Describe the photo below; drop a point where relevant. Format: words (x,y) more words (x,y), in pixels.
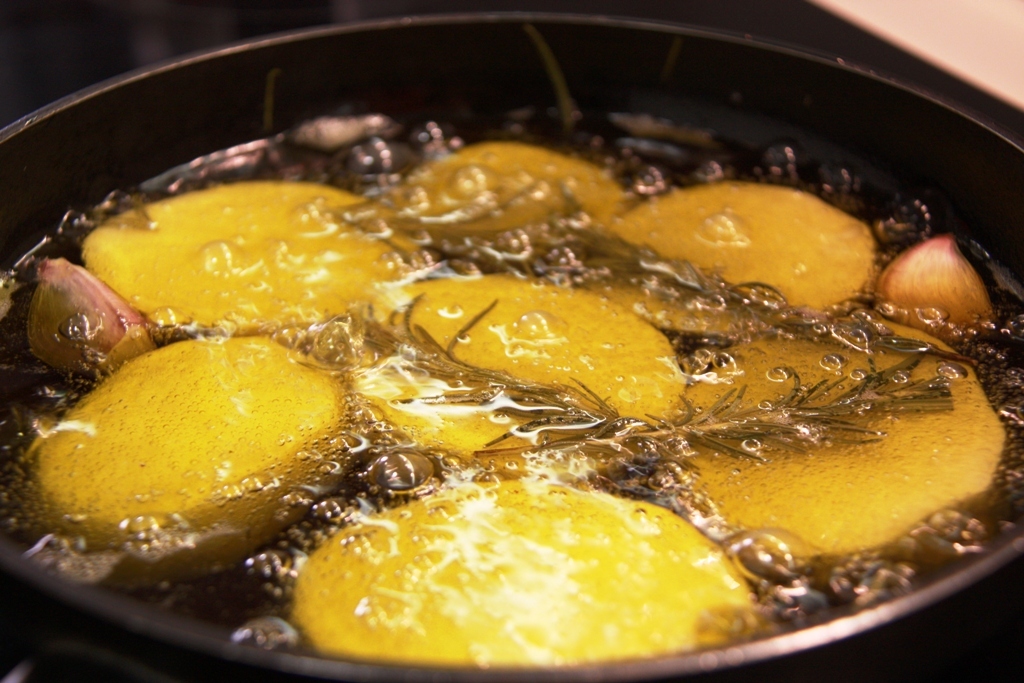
Some vegetables (187,310) and few herbs (477,369) are frying in oil (550,123) in a pan (121,174).
